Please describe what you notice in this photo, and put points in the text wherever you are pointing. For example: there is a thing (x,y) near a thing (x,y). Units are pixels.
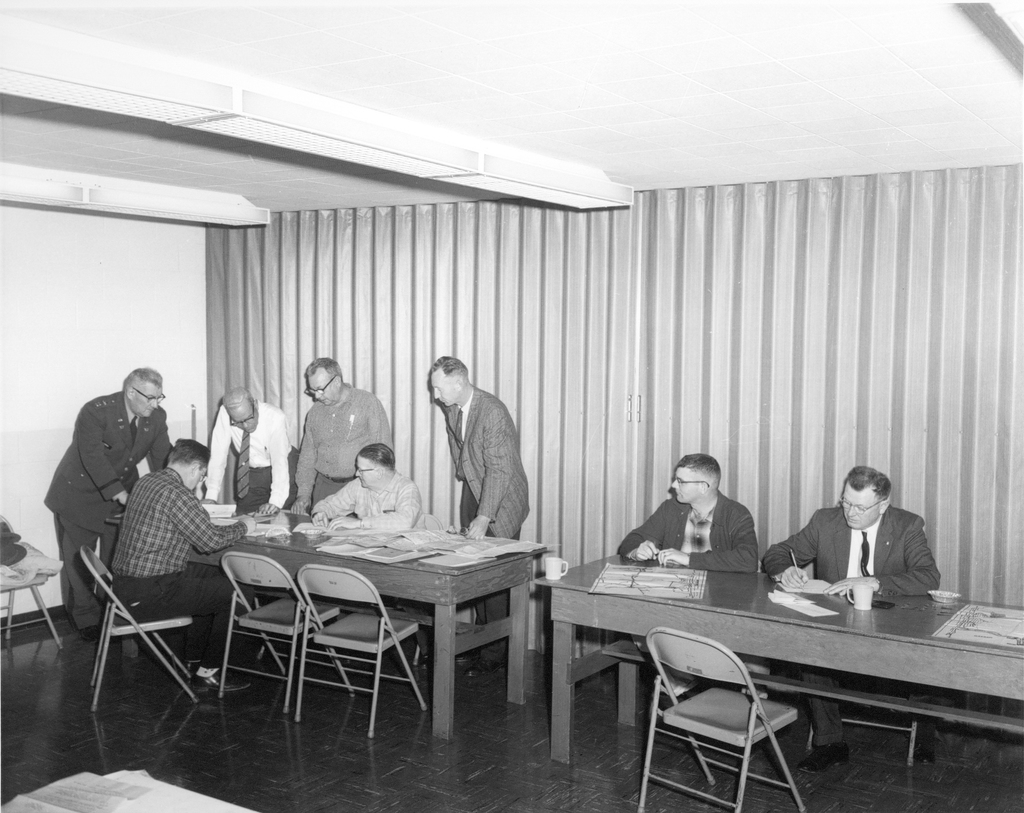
In this image there are group of persons (856,545) sitting on the table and standing on the floor (264,636) and doing some work.
